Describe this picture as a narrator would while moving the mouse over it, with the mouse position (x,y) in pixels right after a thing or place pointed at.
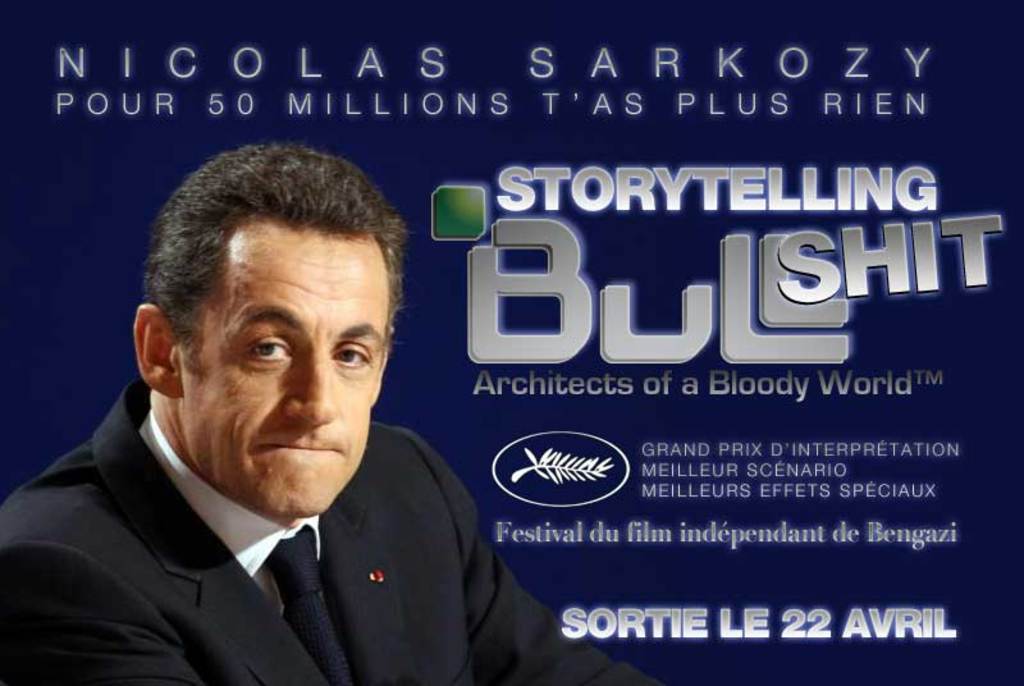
In this image we can see a poster (226,385). We can see a person (369,623), few logos (695,342) and some text (738,350) on the poster (626,517).
